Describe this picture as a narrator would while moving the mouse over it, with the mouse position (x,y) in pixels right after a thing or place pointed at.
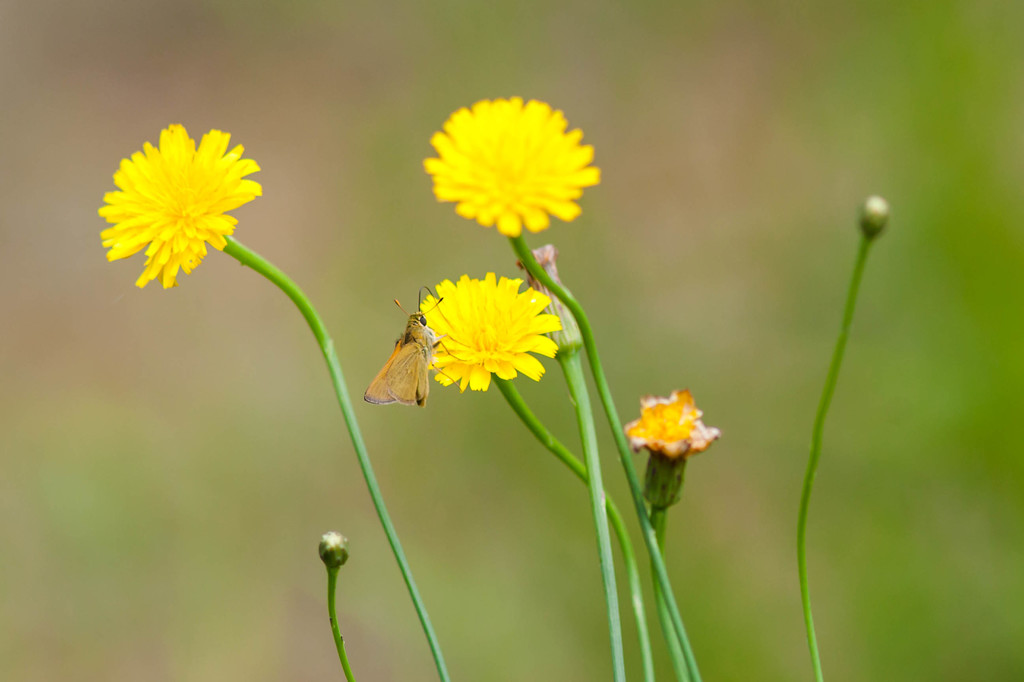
In this image we can see flowers (448,359), buds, and an insect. There is a blur background (271,533).
